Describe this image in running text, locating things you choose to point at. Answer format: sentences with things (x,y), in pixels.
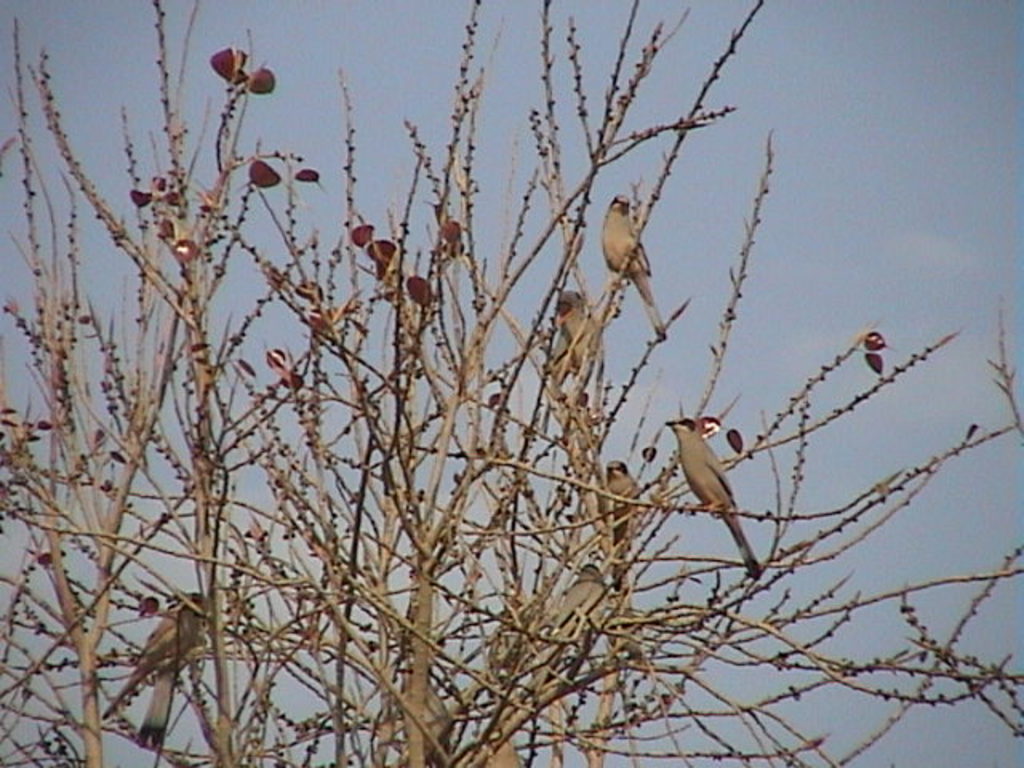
In this image we can see birds (622,525) on the tree (258,408). In the background (237,216) there is a sky (734,163).
